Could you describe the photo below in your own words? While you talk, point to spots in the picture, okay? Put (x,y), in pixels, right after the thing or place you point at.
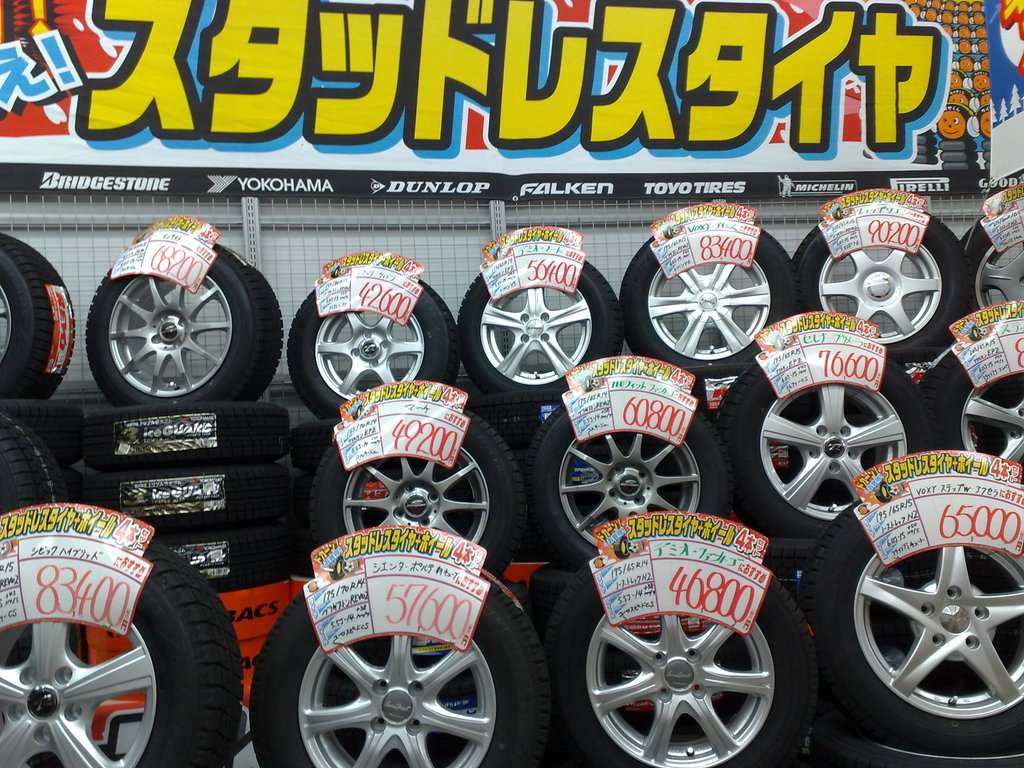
In this image at the bottom (390,682) there are some tires (23,700), and on the tires (634,287) there are some boards (23,613). On the boards (660,426) there is text (917,201) and in the background (174,209) there is a net (773,238) and a board (576,98), on the board (352,66) there is text (514,89).
